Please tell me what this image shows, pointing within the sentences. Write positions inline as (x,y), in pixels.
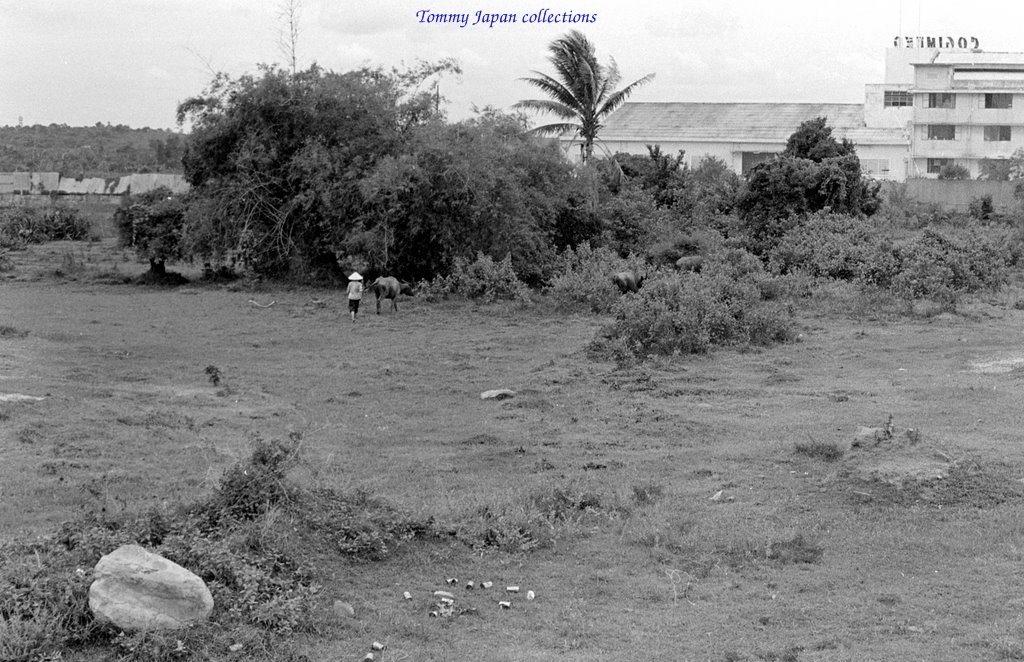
There are trees (686,195) and buildings (864,108), this is a person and an animal (395,287), these is grass (436,382).
